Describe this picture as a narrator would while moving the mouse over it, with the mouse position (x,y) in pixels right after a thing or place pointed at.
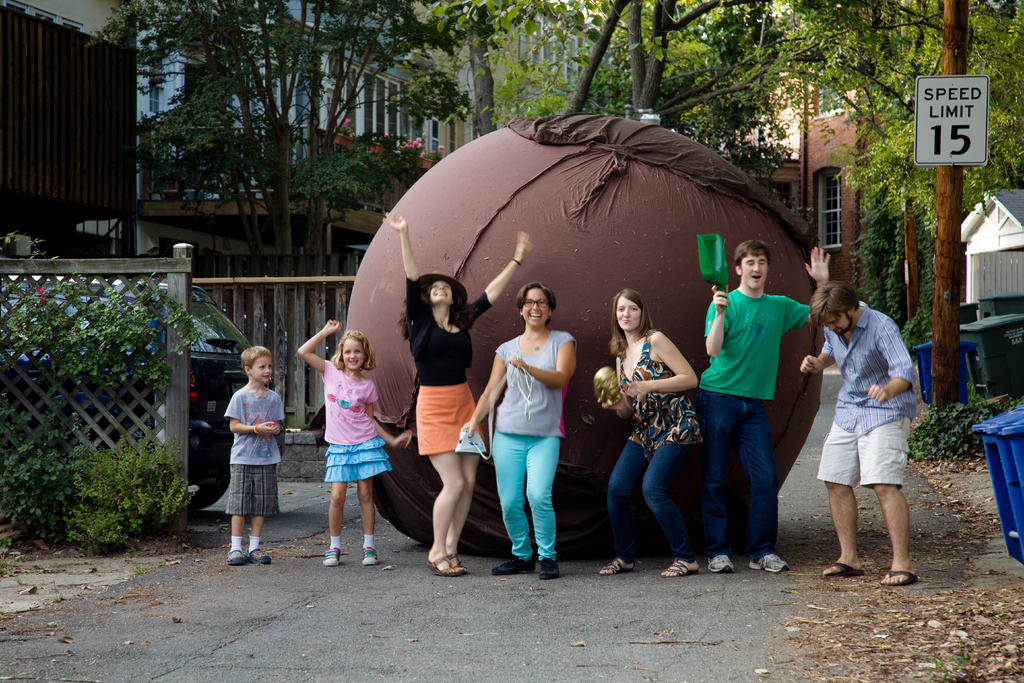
In this image we can see a group of people (613,406) standing on the road (572,562). In that three people (623,494) are holding some objects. We can also see a big ball (582,445) on the ground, a car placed aside, the wooden fence (188,438), some plants (178,479), dustbins (999,478), a signboard (984,104) on a pole (958,179) a group of trees (908,196) and some buildings (386,79).
